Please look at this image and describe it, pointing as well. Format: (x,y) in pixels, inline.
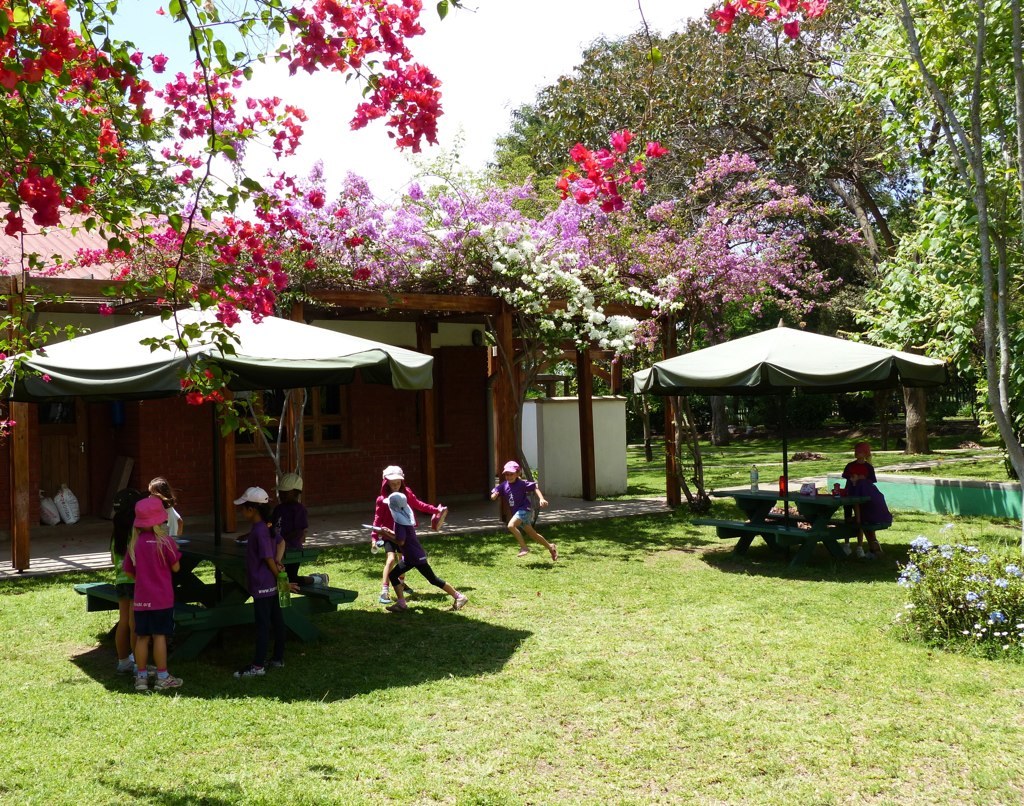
This is the picture of a place where we have a house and we can see some people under the umbrellas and around there are some trees (839,1), plants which has some different colors of flowers (310,33).
